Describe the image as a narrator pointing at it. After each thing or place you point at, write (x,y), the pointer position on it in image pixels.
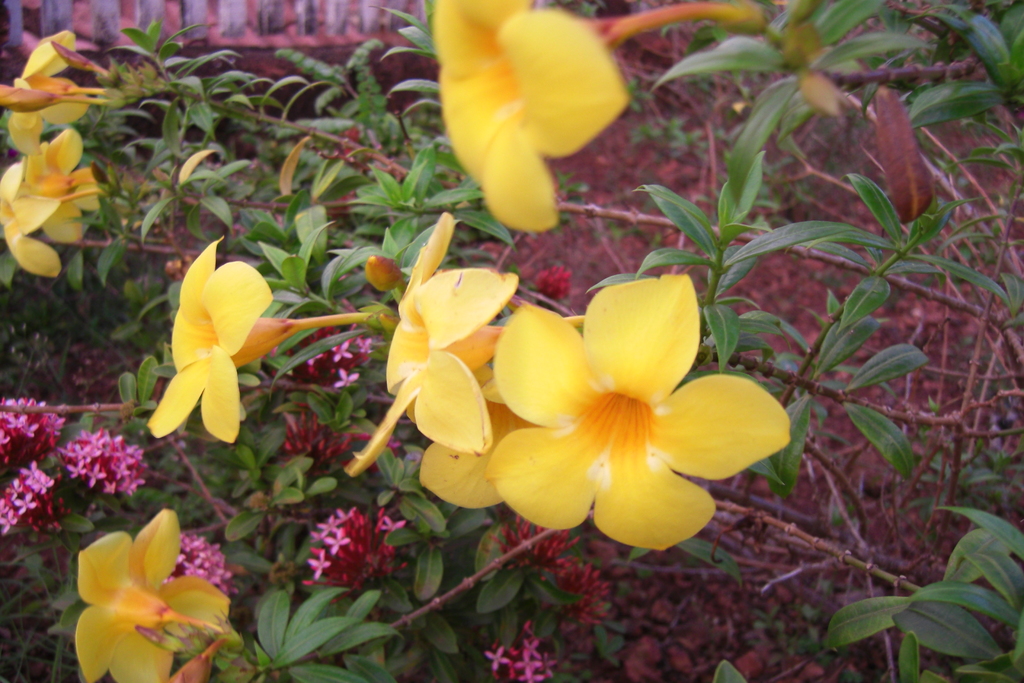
In the image we can see there are flowers (263,342), yellow, pink and red in colors. Here we can see the leaves (318,188) and stem (745,516) of the flower (429,382).
